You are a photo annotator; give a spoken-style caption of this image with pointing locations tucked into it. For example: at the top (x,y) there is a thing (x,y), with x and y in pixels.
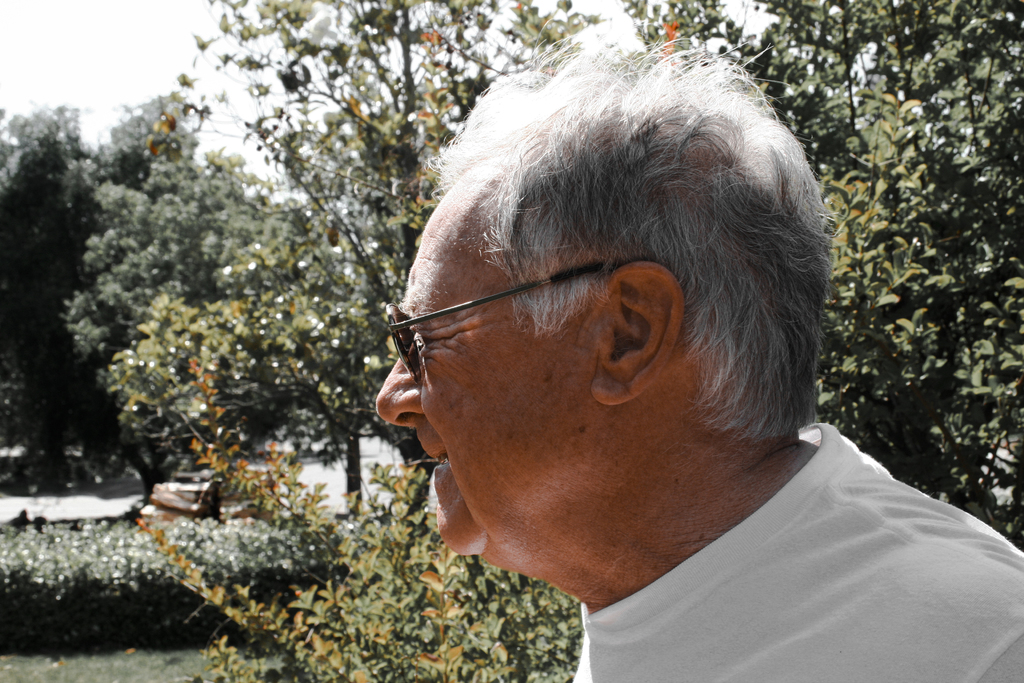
This image is taken outdoors. At the bottom of the image (119,667) there is a ground (131,666) with grass (131,666) on it. In the background (215,554) there are many trees (85,291) and plants (357,623). On the right side of the image (785,401) there is a man (595,331).
